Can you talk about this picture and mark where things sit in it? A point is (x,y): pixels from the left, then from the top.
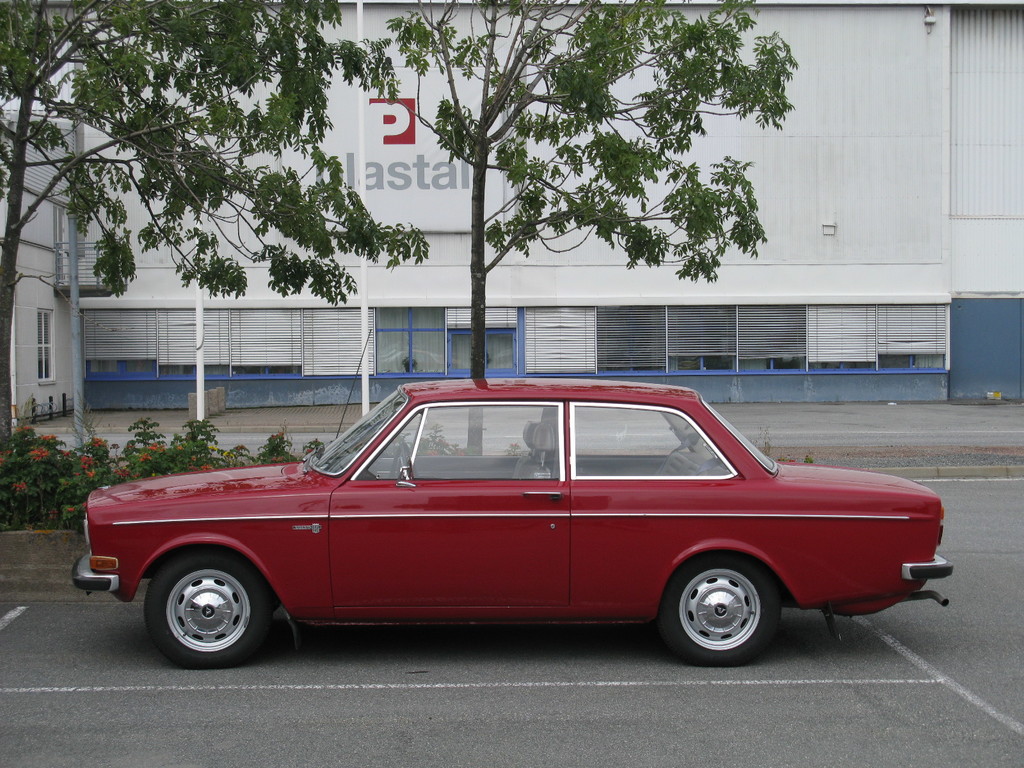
This image consists of a car (500,606) in red color, which is parked on the road (505,693). At the bottom (483,705), there is a road (553,733). In the background (500,303), there is a building (963,101) in white color along with the trees (84,107) and plants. Near the building (910,398) we can see a pavement (947,423).
